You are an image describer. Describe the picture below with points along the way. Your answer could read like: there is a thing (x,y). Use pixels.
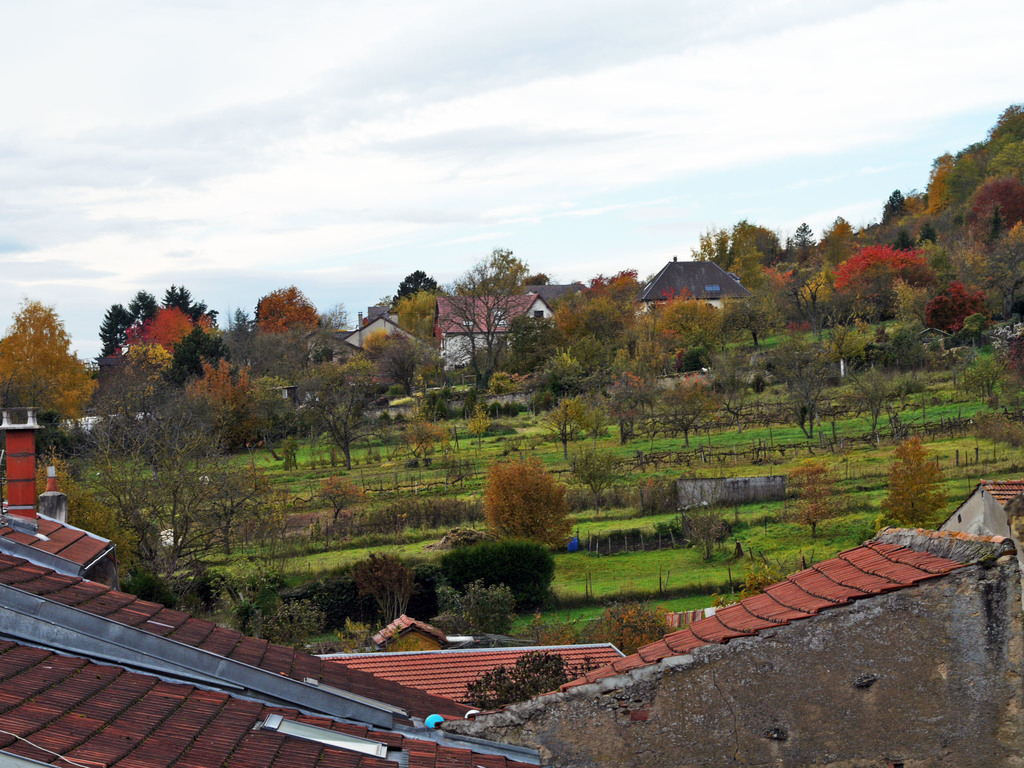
In this image there are buildings (366,760), trees (509,358) and sky (409,123). In the middle of the image (628,447) there is grass (676,549) on the surface (594,566).
